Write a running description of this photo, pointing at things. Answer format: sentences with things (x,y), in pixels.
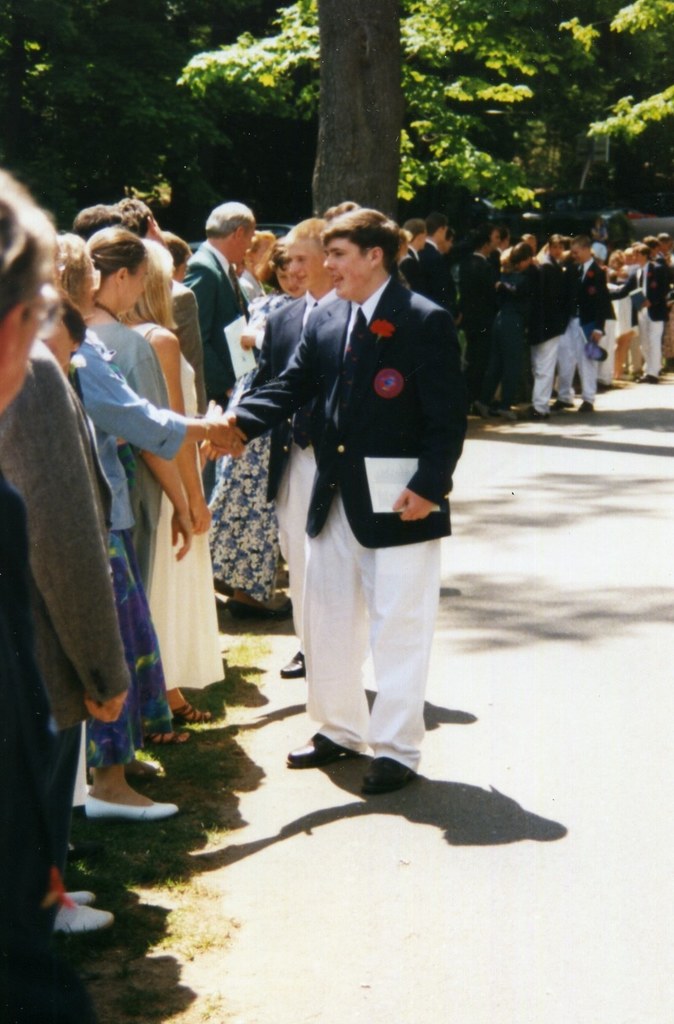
In this image, there are many people (472,348). We can see the ground (628,656) and some trees (488,56).
